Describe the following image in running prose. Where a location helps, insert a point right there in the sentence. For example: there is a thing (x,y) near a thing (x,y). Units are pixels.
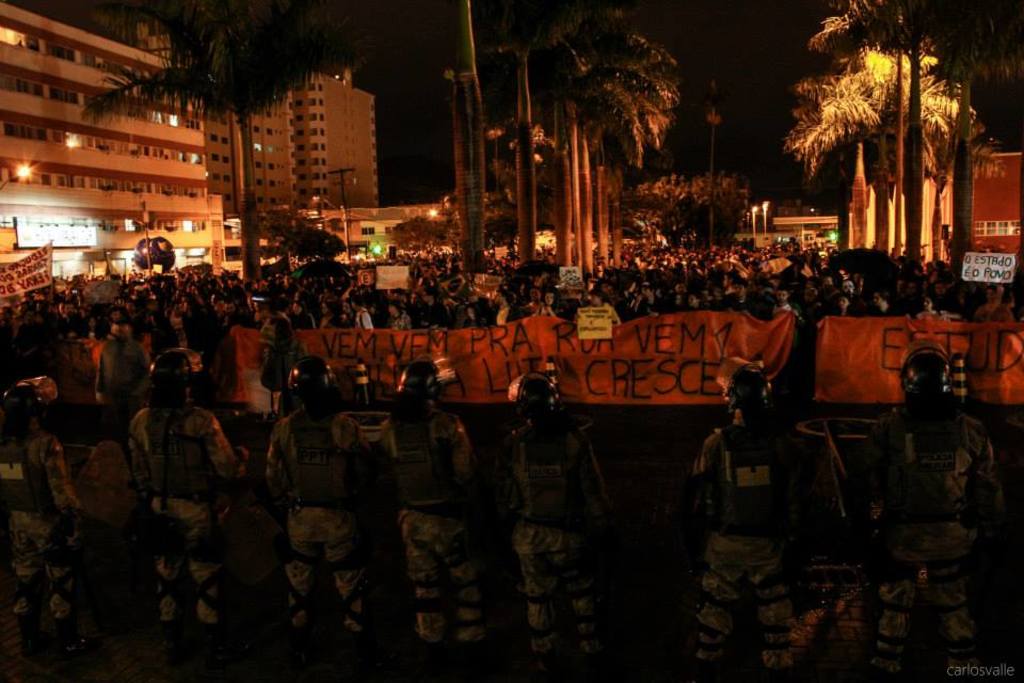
In the center of the image (613,287) we can see people (924,368) standing. They are wearing uniforms (753,514) and they are holding boards (385,353) in their hands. In the background (137,265) there are trees (458,227), buildings (311,201), poles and lights (68,144).
